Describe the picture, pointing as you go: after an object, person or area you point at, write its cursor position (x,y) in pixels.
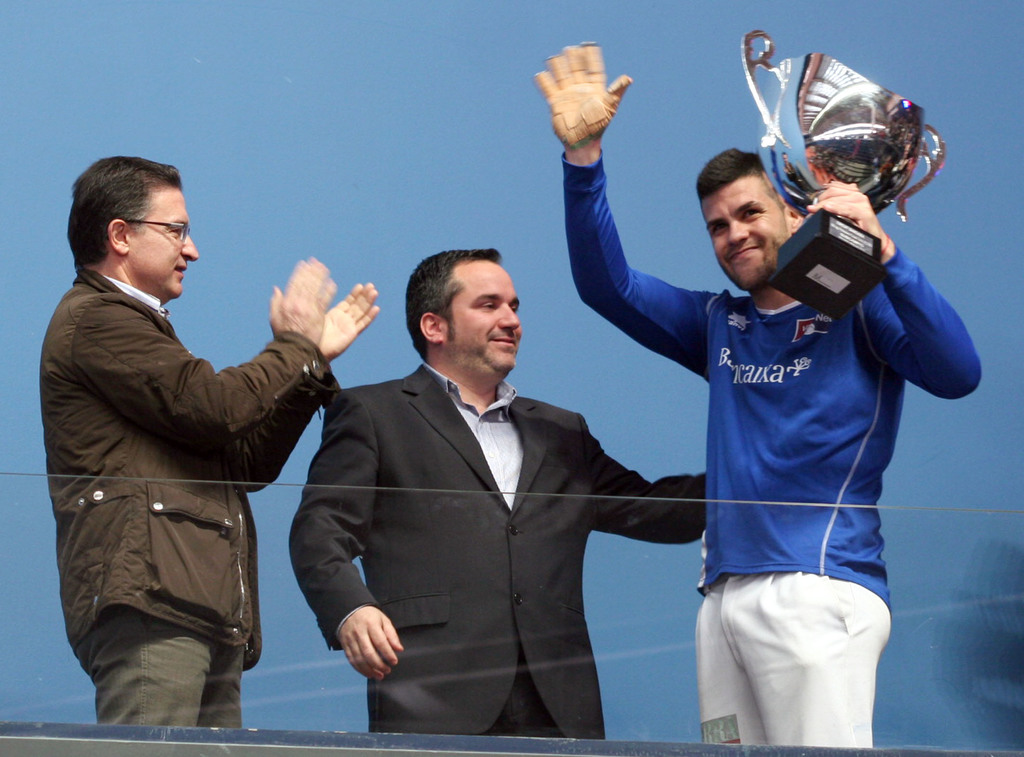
In this image I can see three people (490,523) with different color dresses (544,500). I can see one person (678,348) is holding the trophy (865,272). There is a blue background (273,200).
